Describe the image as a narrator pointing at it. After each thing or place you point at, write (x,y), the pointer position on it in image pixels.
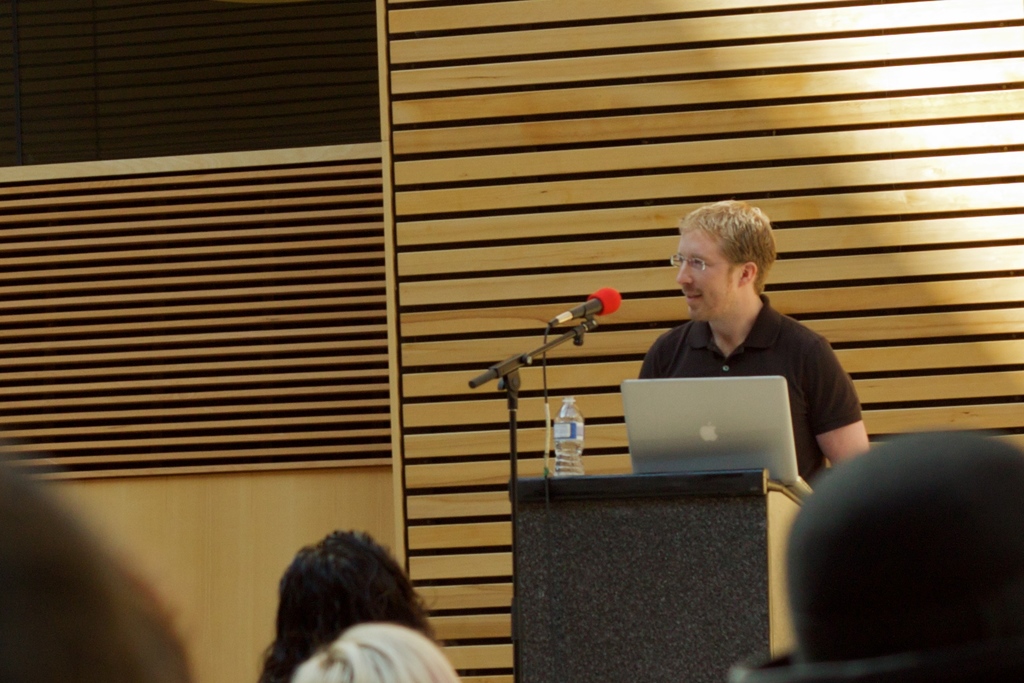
In this picture I can see a man (701,266) at a podium (620,492) and I can see a water bottle (577,464) and a laptop (709,435) on the podium (721,556) and a microphone (581,310) to the stand (585,330). I can see few people (26,504) and a wooden wall (512,245) in the background (1019,168).
